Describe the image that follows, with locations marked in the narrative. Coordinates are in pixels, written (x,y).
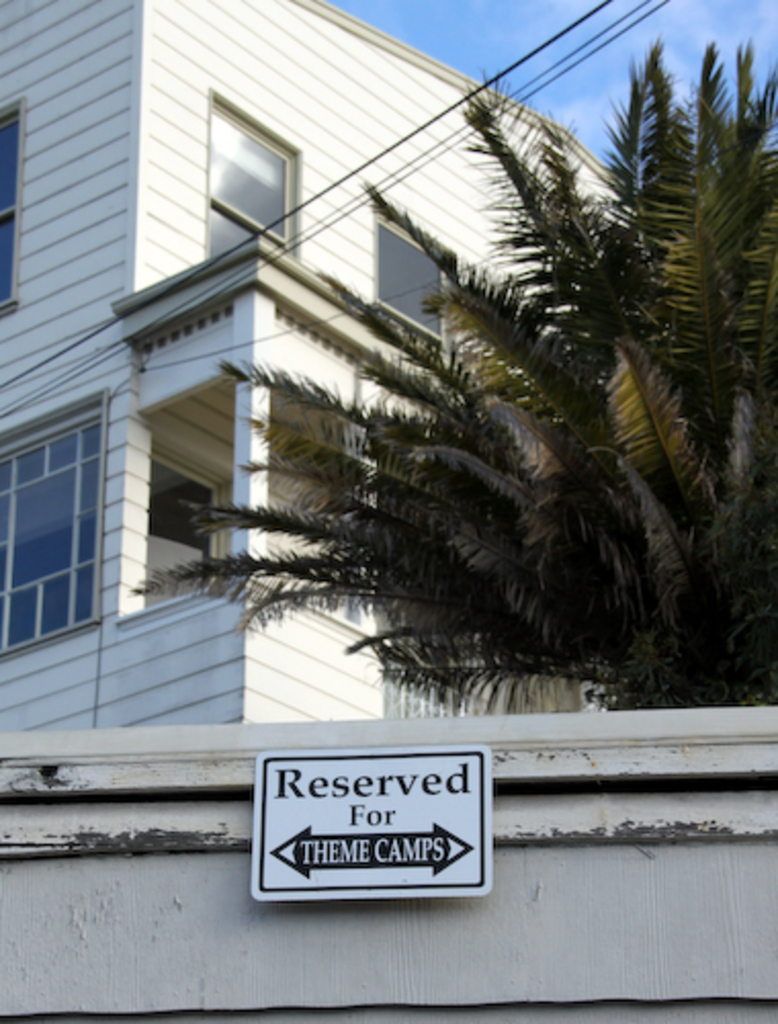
In the center of the image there is a board (291,788). In the background (213,558) there is a building (406,690) and a tree (628,528). At the top (611,59) there are wires (552,74) and sky (531,63).
